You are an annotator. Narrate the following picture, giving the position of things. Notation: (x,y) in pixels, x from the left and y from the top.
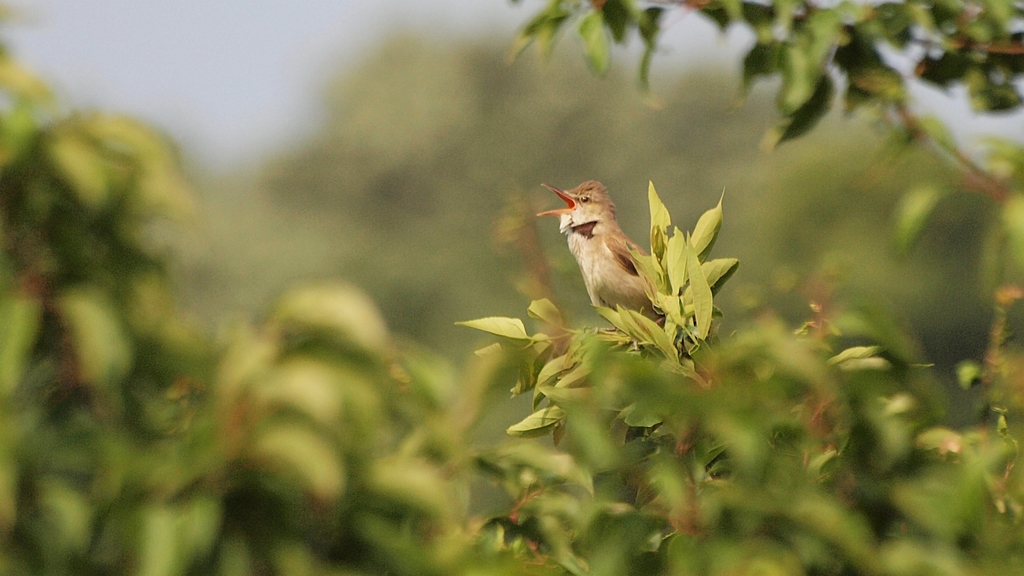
In this image we can see a bird (594,263) on a plant (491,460). In the foreground (528,491) we can see the plants (129,141). The background of the image (449,237) is blurred.
